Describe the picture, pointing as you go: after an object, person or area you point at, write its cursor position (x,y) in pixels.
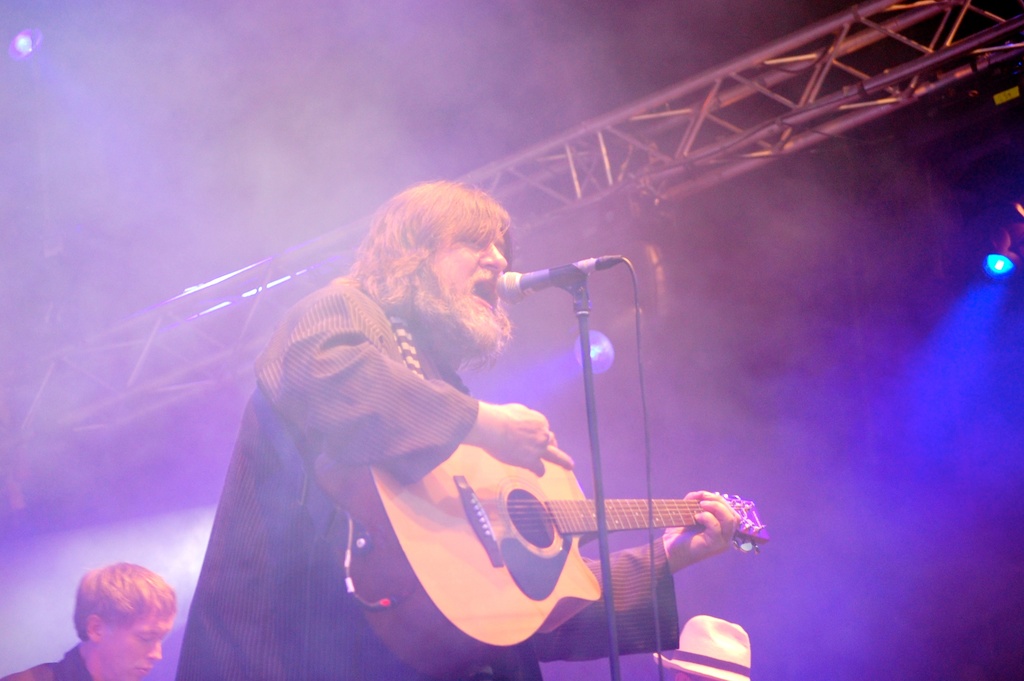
a person (451,412) is playing guitar (503,497) and singing in the microphone (517,281). behind him at the left (148,626) there is another person (148,606). at the right (720,652) there is a white color hat (720,642).
